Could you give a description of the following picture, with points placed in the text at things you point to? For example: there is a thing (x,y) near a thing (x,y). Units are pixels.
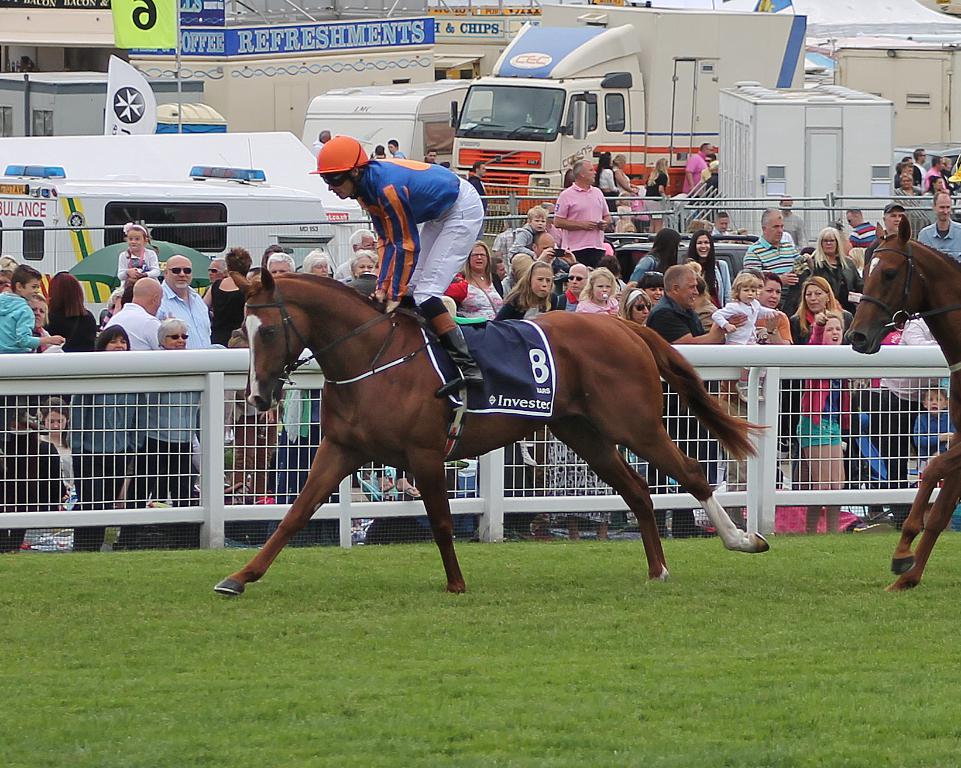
In this picture we can see a person (379,206) wore helmet (335,167), goggle (336,177) riding on horse (565,354) where back of this horse (615,357) we have another horse (859,321) and beside to them we can see a group of people (490,300) watching it at fence (207,403) and in background (411,92) we can see vehicles (147,186), banner (169,44), tent (872,36).
